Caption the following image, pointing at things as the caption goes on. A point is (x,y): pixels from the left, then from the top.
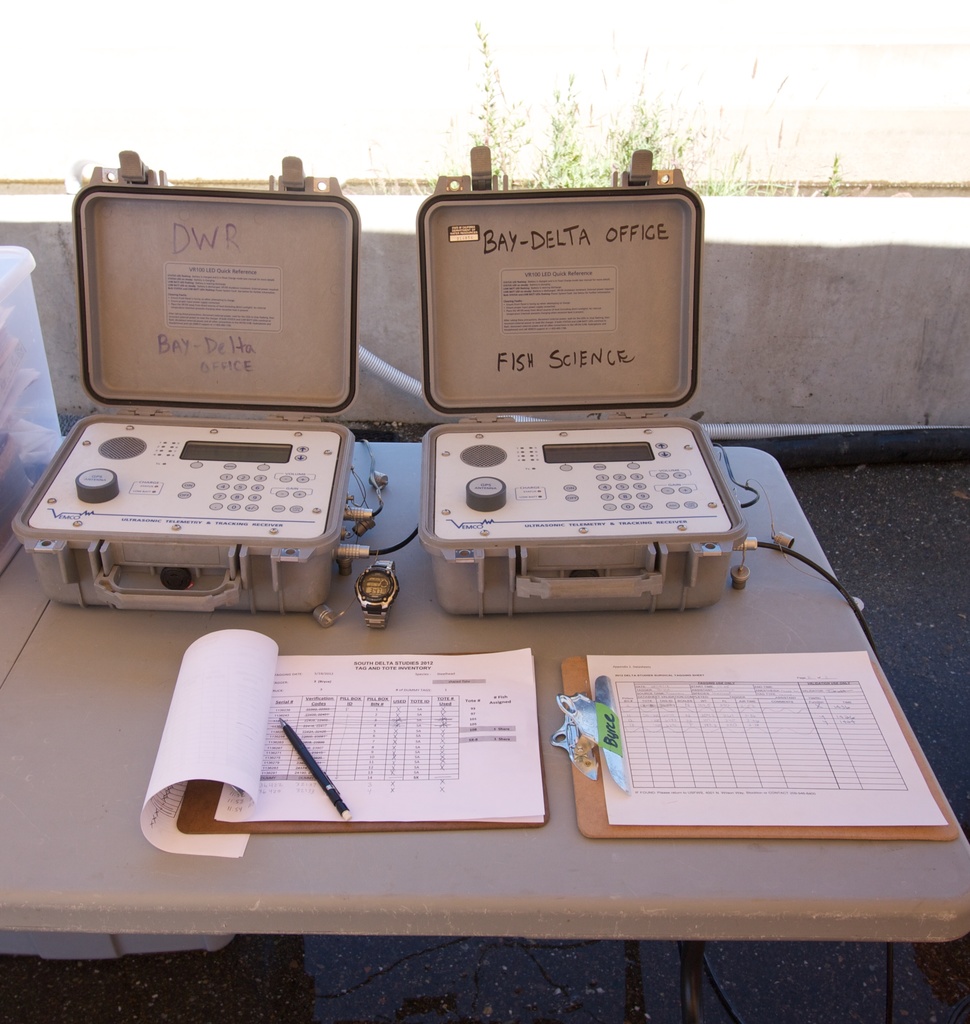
This is a table (550,695). On this table (557,712) there are two sheets (436,726) and a pen (286,733) over a sheet (298,729) and there are two suitcases (529,426) which is written as bay delta office fish science and in between these two suitcases (436,514) there is a stopwatch (371,584) and there is a wall (33,212) behind the suitcases (568,256). There is a plants (512,128) at the top of the image (634,131).
